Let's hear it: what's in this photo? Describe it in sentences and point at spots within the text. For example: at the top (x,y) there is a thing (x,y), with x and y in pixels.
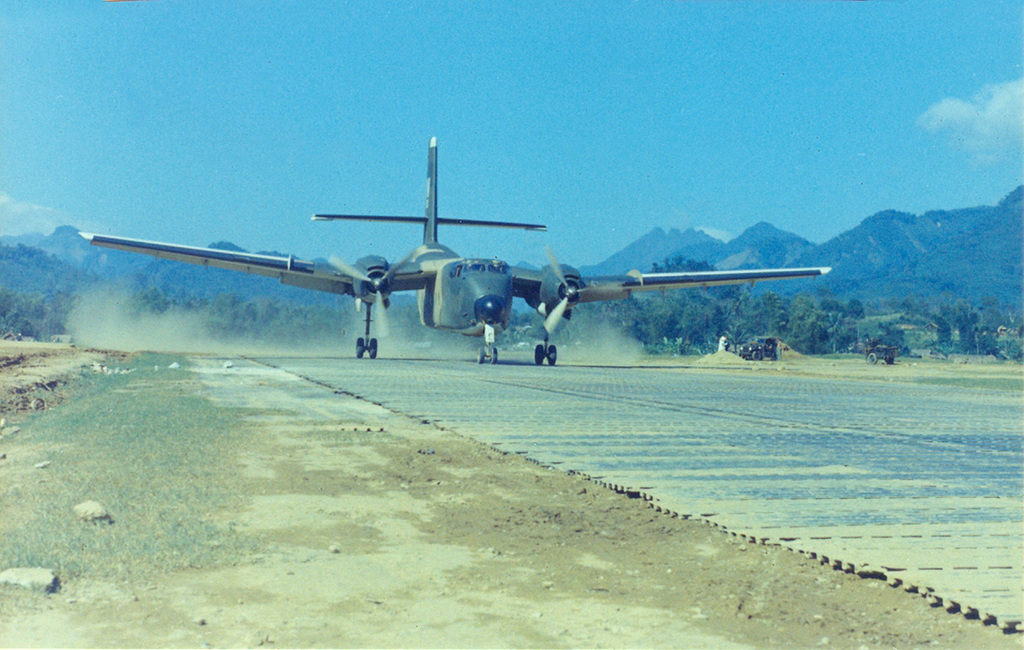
In this image there is a airplane (464,315) is on the run way (680,447) as we can see in the middle of this image (629,428). There are some trees (641,301) and mountains (853,257) in the background (181,308). There are some vehicles (761,344) on the right side of this image (761,344). There is a blue sky (495,142) on the top of this image (480,109).
